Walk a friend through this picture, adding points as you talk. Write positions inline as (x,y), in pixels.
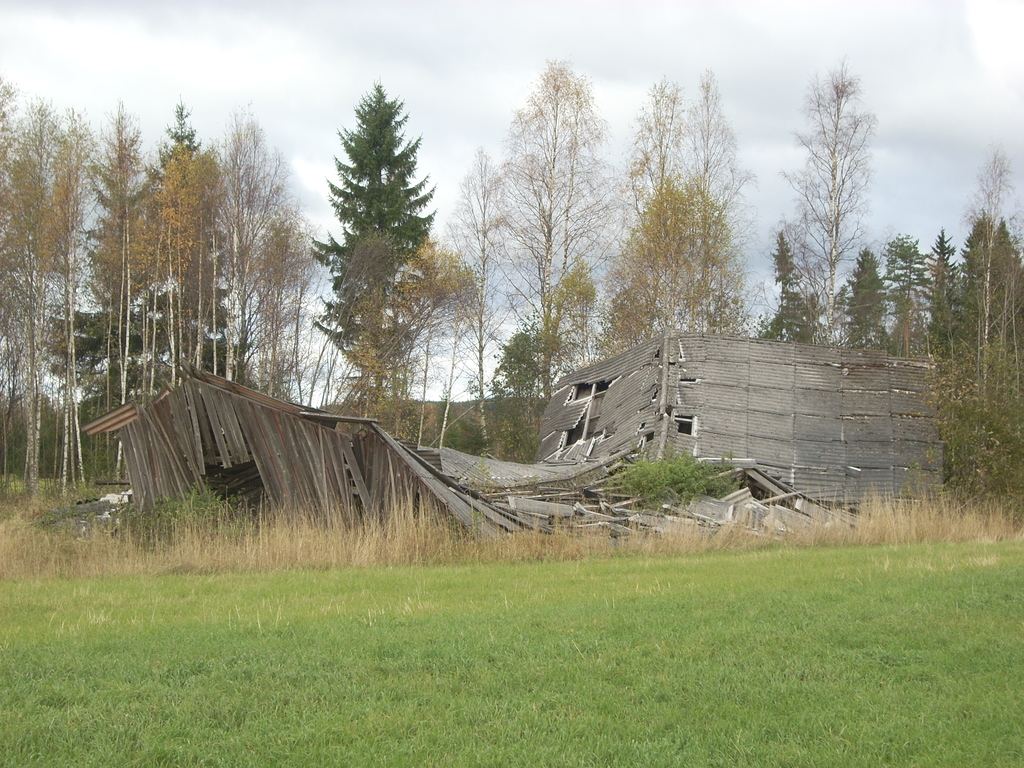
In the picture we can see a grass surface (156,618) and far from it, we can see a broken wooden house (671,446) and behind it we can see trees (426,375) and sky (951,166) with clouds (458,202).
